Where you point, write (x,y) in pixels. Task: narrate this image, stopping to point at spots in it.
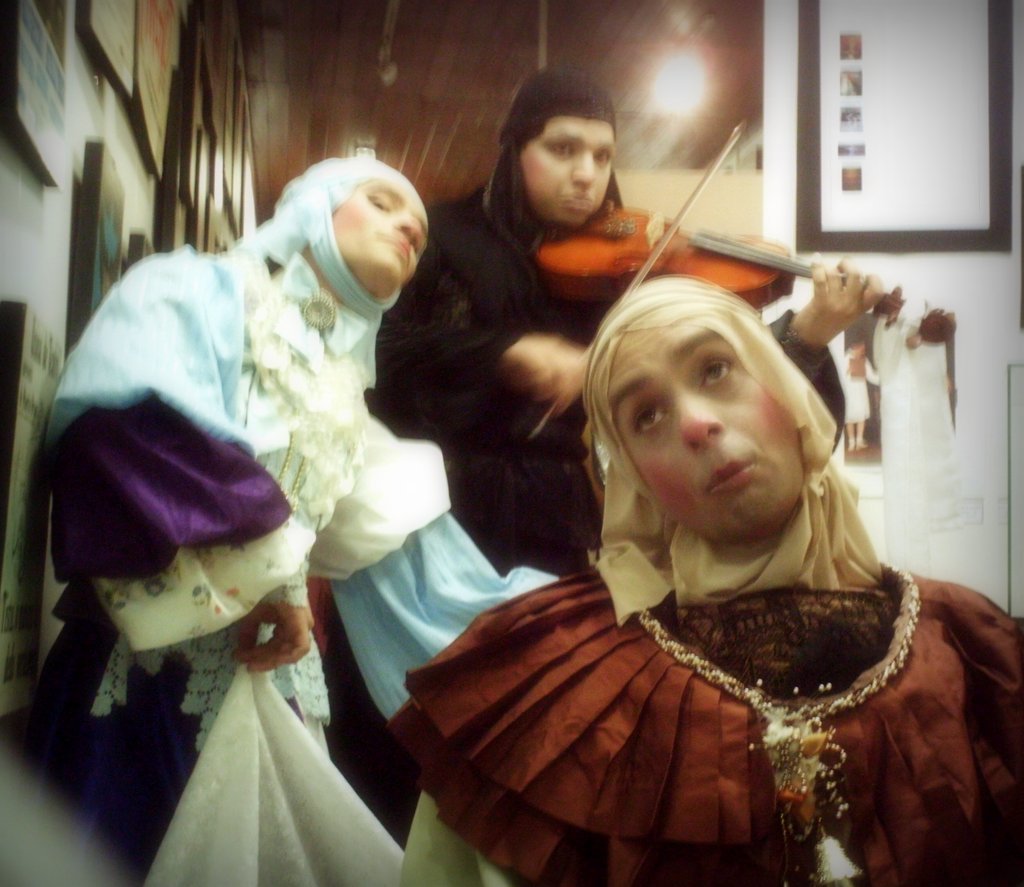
In this picture I can see few people (377,603) among them one person (535,483) is holding violin (685,249), side I can see some frames (168,178) to the wall (8,265).
